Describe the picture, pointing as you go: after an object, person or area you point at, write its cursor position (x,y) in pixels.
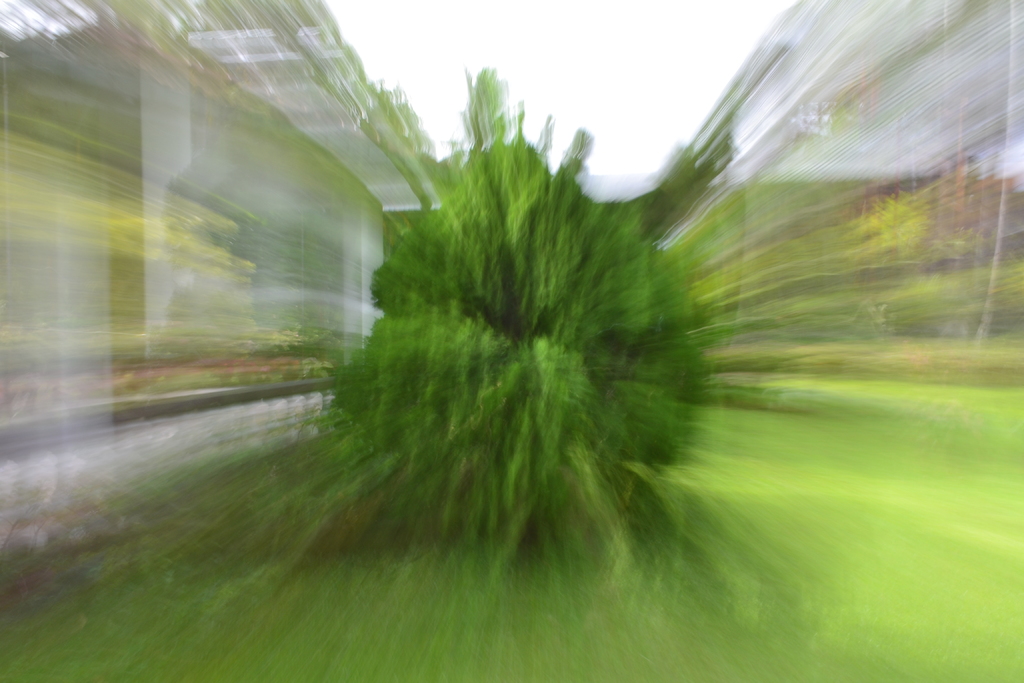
In this image, we can see a plant (514,254) and the sky (563,38). The corners of the image are blurred.
